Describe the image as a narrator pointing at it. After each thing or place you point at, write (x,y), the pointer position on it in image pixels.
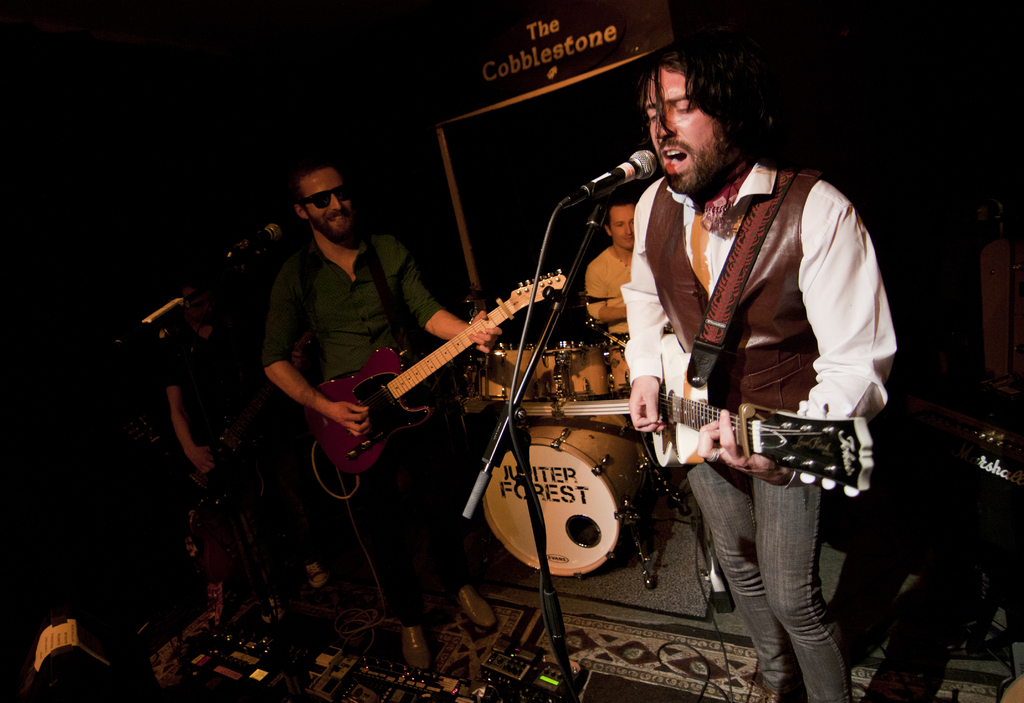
In the image we can see there are person (751,383) who are standing and they are holding guitar (664,432) in their hand (724,416) and at the back (607,316) there is a person (607,316) who is sitting and he is playing a drum set (561,455).
